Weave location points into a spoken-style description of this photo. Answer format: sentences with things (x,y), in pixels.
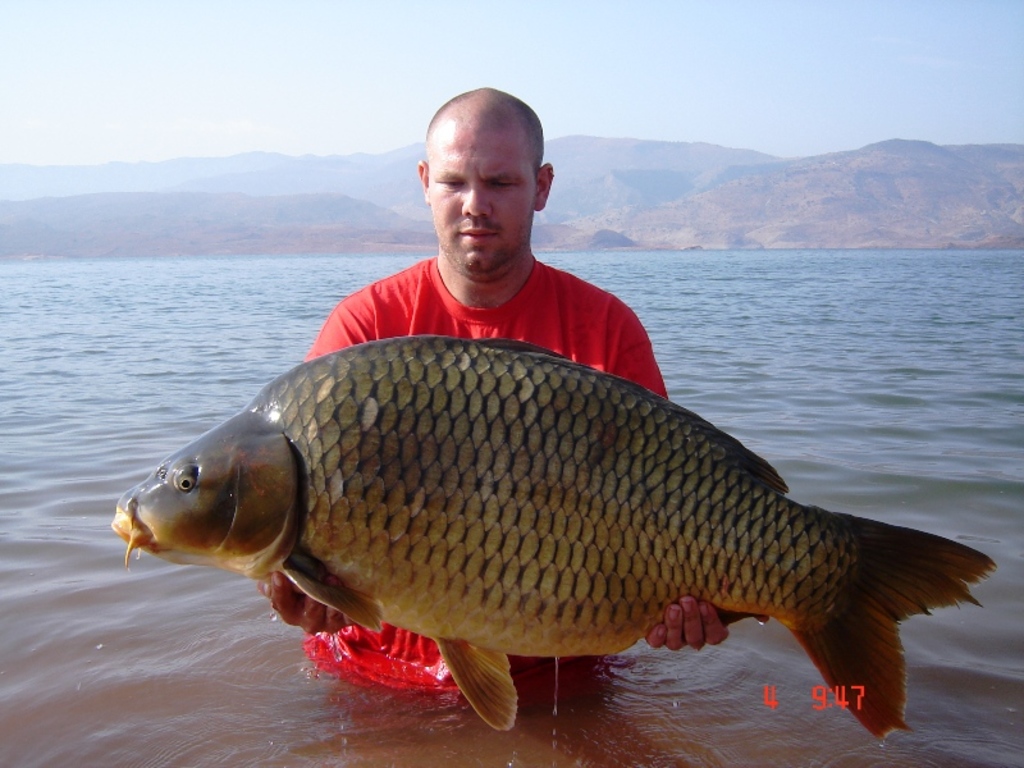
In the foreground (688,544) I can see a man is holding a fish (652,596) in hand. In the background (123,326) I can see water (194,267), mountains (400,174) and the sky (57,82). This image is taken may be near the lake (736,273).
